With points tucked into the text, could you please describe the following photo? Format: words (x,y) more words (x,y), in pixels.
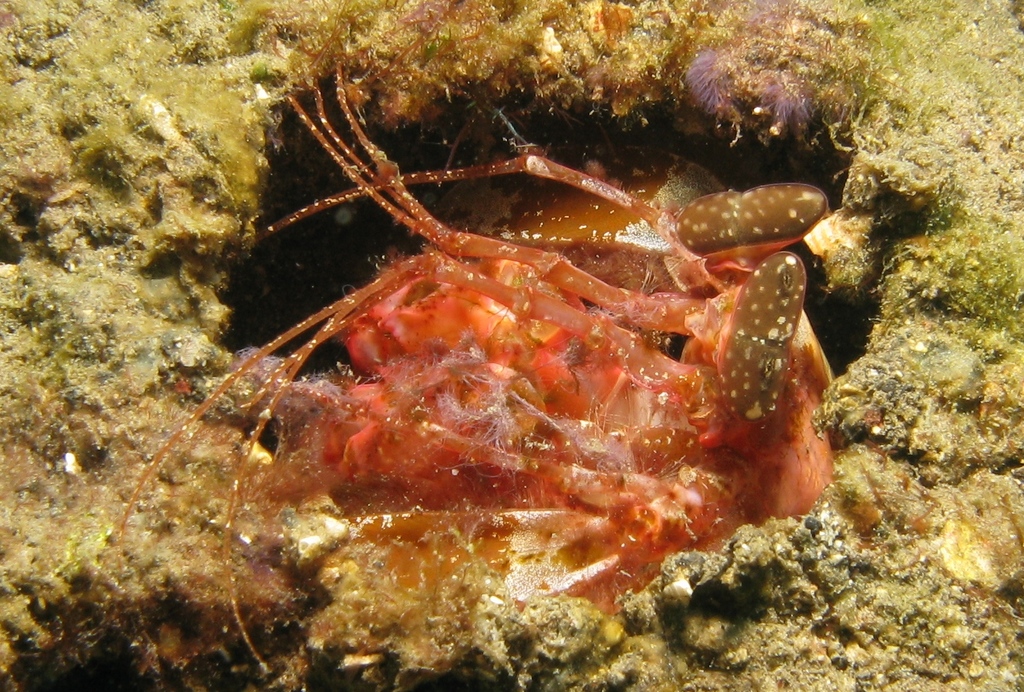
In this image there is a sea creature (488,391).
